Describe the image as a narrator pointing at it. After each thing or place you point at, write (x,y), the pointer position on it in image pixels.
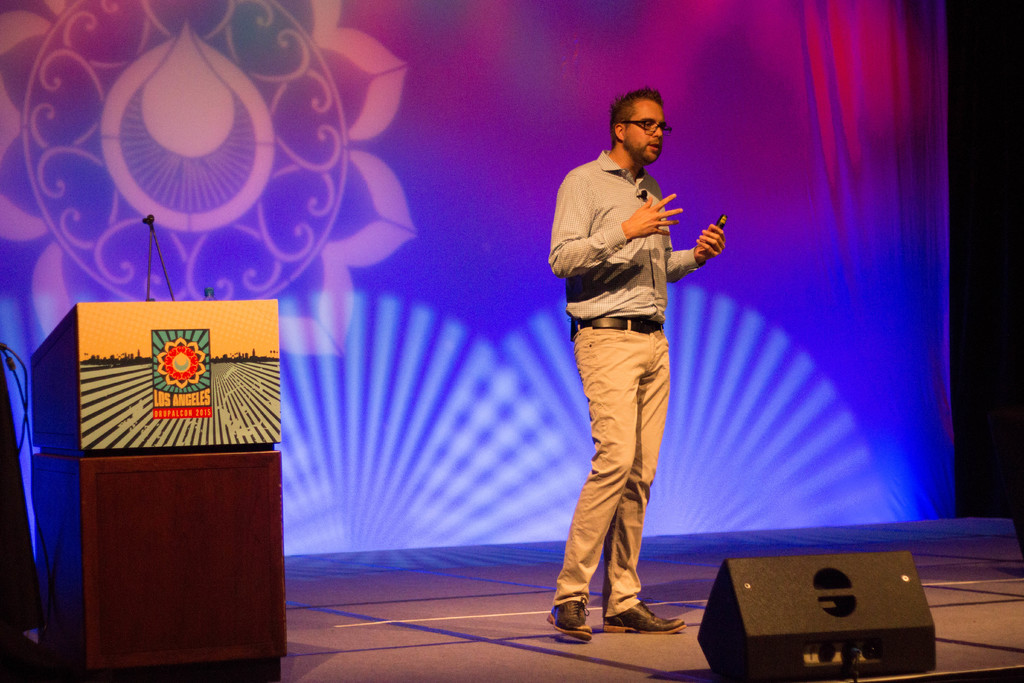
In this image a person (577,533) is standing on the stage (488,676). He is wearing spectacles (641,124). Left side (211,478) there is a podium (182,334) having a mike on it. Bottom of the image (737,567) there is an object (761,625) on the stage (609,663). Background (352,0) there is a screen (3,267) having an image (349,236) displayed on it.
